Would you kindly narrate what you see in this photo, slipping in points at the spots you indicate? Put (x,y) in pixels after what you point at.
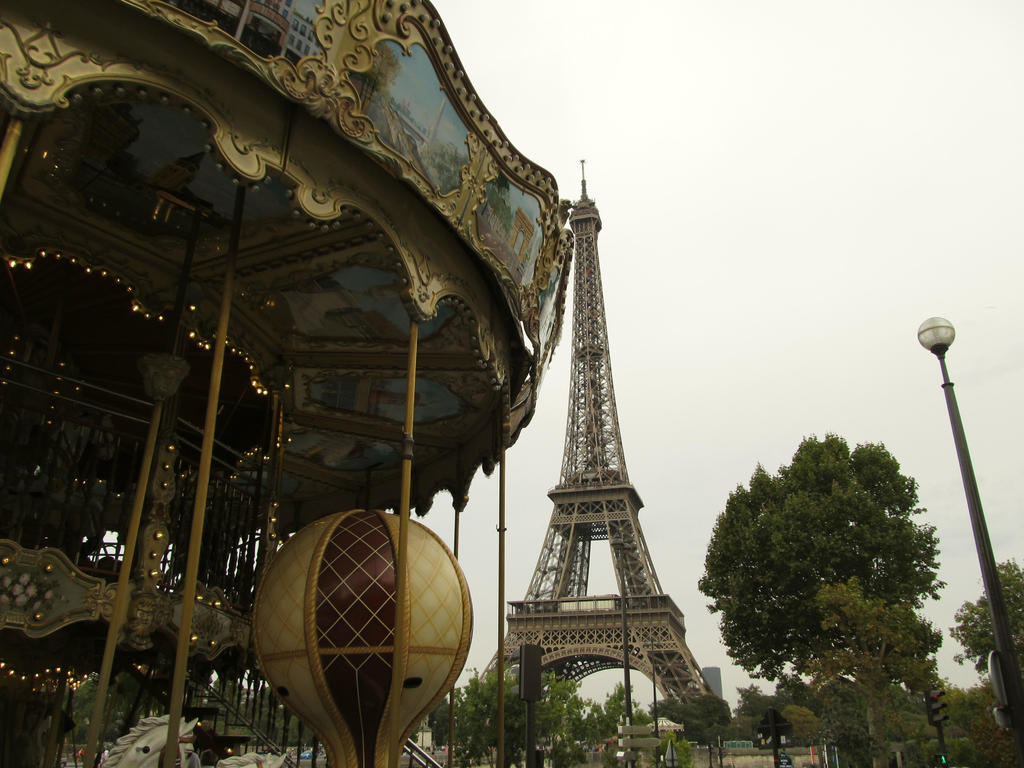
On the left side of the image (272,25) there is a carousel (449,41). On the right side (931,337) we can see light (946,342) and trees (792,606). In the background (602,623) there is a tower (569,431), buildings (710,678), trees (542,696) and sky (714,141).
